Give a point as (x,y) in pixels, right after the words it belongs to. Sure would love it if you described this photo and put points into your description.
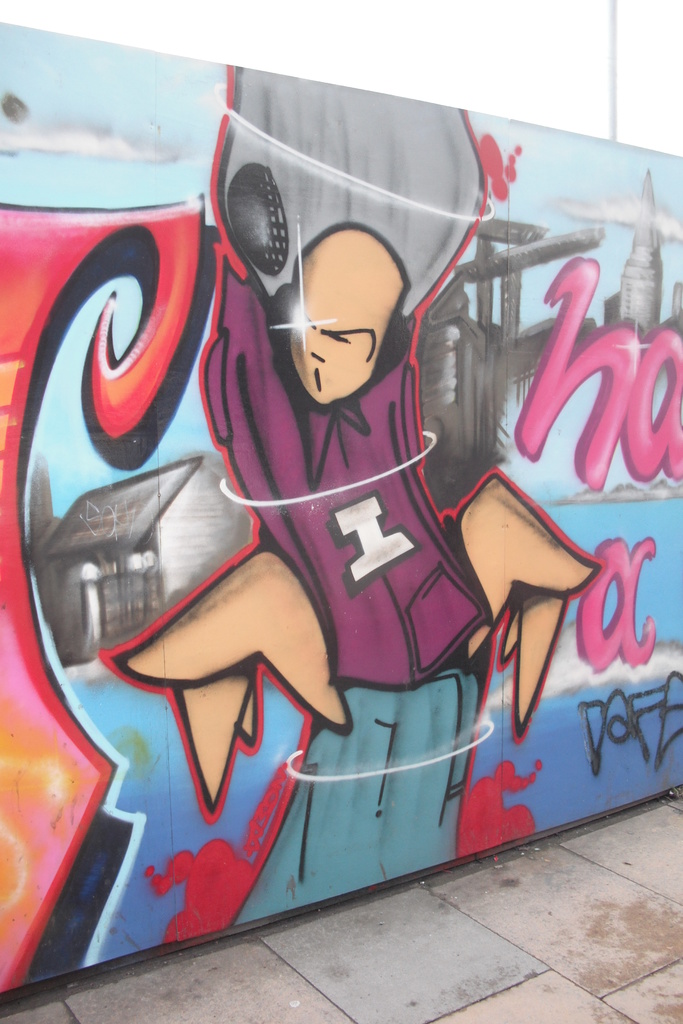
In this image, I can see a colorful graffiti painting (375,427) on the wall (662,685). This looks like a road (593,912).
